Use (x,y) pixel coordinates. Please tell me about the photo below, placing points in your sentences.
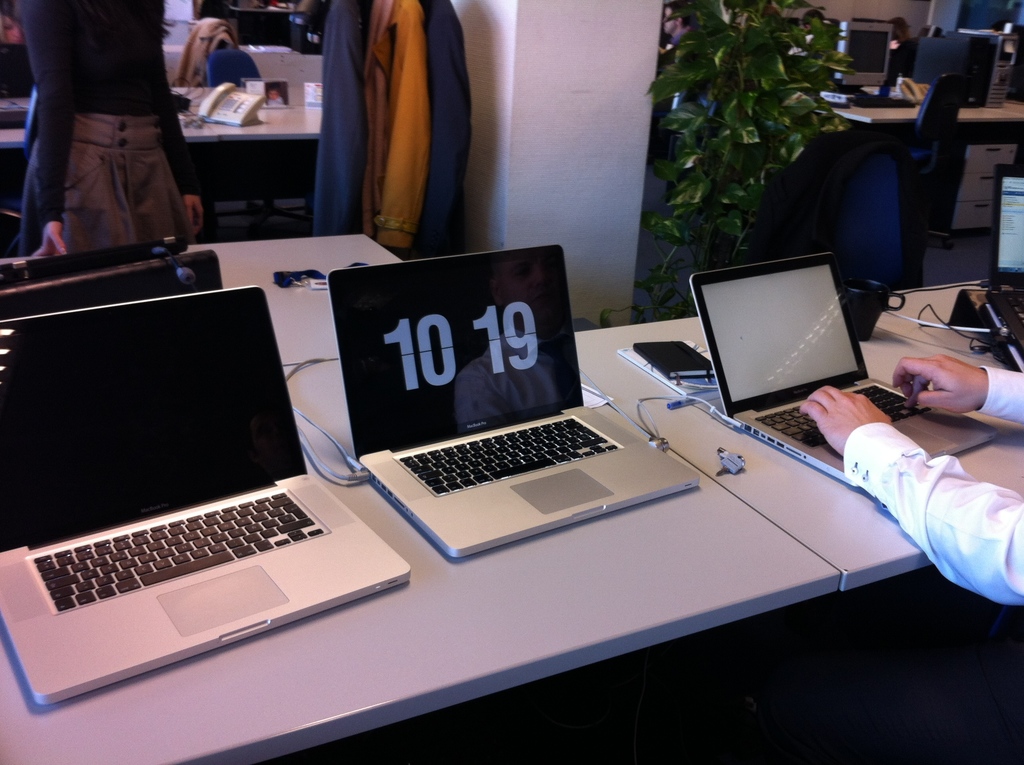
There is a table (531,625) in the given picture on which some laptops (443,427) were placed. There is a man (948,385) working on it in the right side (937,491). In the background (155,194) there is a woman (93,117) standing. We can observe some plants (743,87) and a pillar (543,118) here.
